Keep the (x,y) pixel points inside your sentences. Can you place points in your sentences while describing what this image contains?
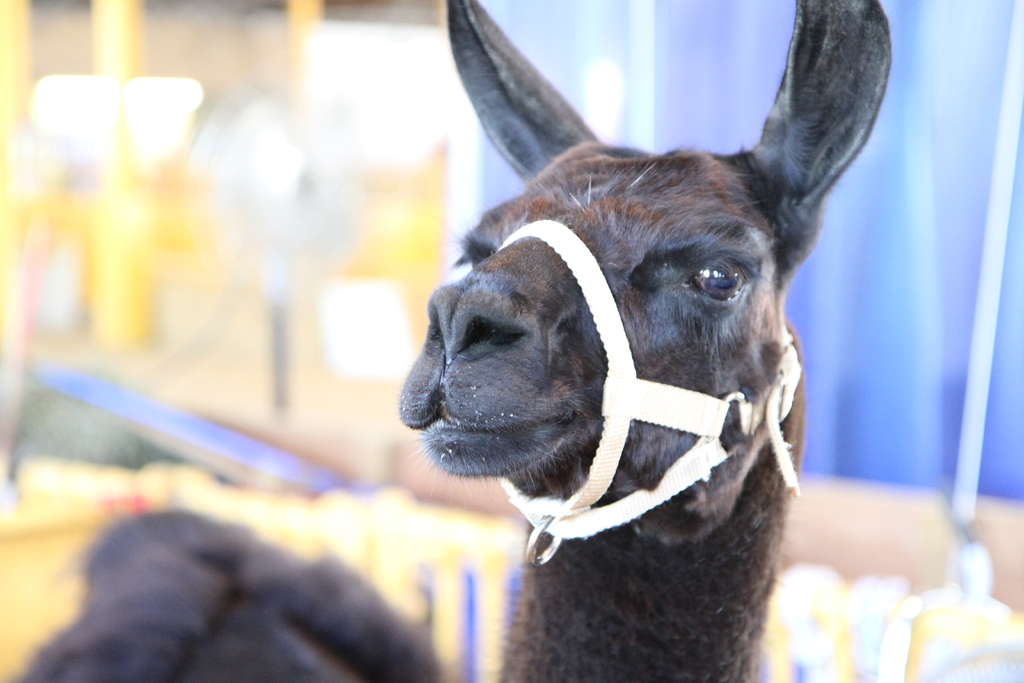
In this image we can see an animal (587,456) and the background (573,84) is blurred.
